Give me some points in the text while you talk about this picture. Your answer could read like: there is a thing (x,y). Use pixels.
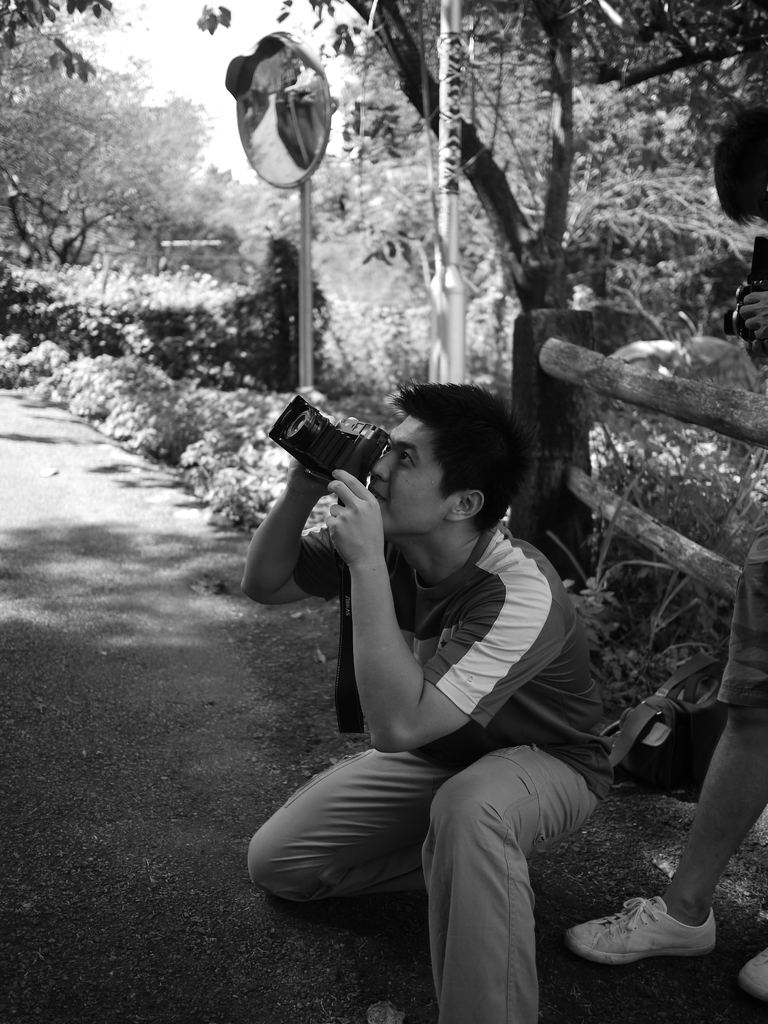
This picture is clicked outside. On the right corner (749,161) there is a Person (738,214) standing and seems to be holding a Camera (755,251) and looking into it. In the center (447,562) there is a person (412,482) squatting on the ground (391,936) holding a Camera (311,442) and taking pictures, behind him there is a bag (666,761) placed on the ground (659,799). In the background (201,90) we can see the Sky (273,14), some Trees (541,70) one pole (442,244) and some Plants (227,375).
